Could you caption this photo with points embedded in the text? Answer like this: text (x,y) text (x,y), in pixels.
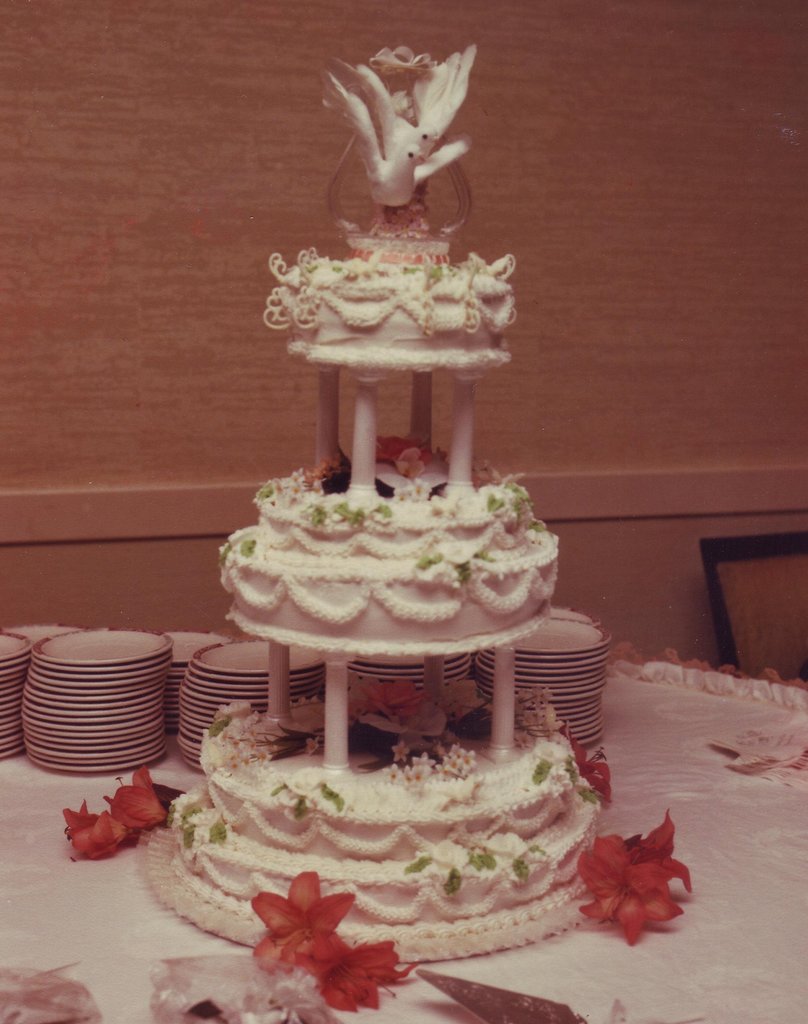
In this picture we can see three stage cake (342,860) and in front of that we have flowers (118,804) and at back (105,687) we have plates (126,681) and above the cake (372,257) we have two birds symbols (389,122) and in the background (495,181) we can see wall (737,365) and this is chair (759,586).
